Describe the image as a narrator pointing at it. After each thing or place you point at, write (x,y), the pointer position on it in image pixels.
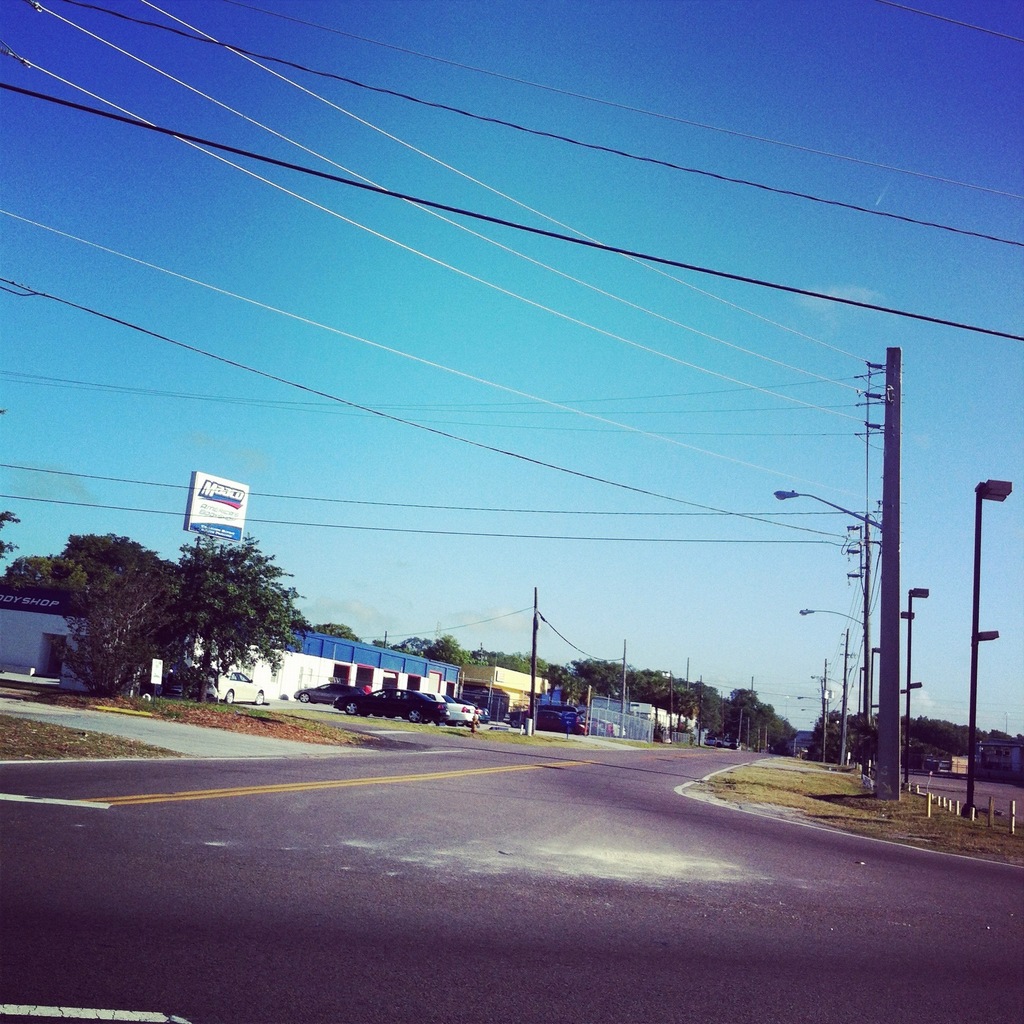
In this image we can see the trees (209,648), light poles (977,544), electrical poles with wires (577,471) and also the barrier rods (1014,805). We can also see the empty road (311,907), grass (734,780), vehicles (519,711) and also the buildings (529,688). We can also see a hoarding (232,499). In the background (372,334), we can see the sky (439,17).
